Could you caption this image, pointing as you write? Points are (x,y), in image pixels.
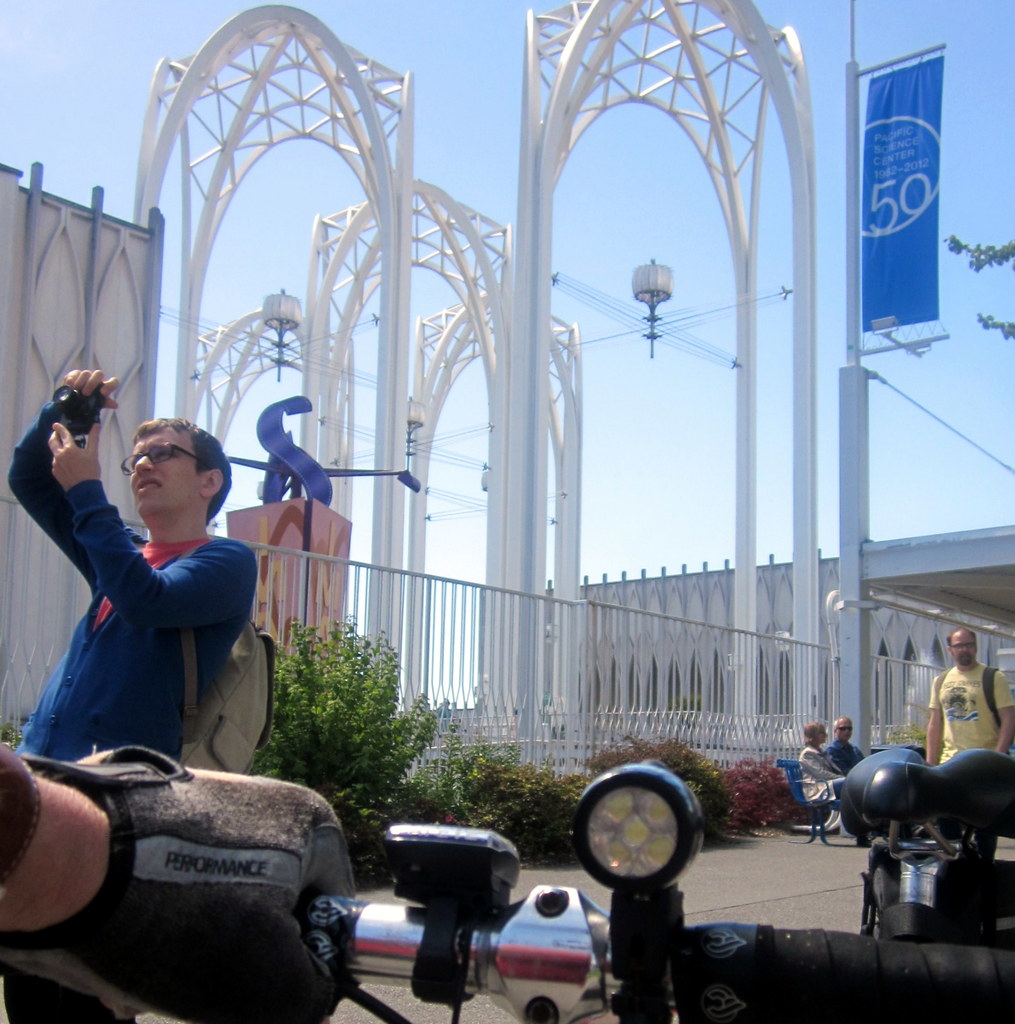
In this image I can see people (84,658) among them some are standing and some are sitting on a bench (796,778). In the background (625,628) I can see fence (654,684), poles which has wires (640,320) and a banner (910,246). On the banner (897,213) I can see something written on it. Here I can see plants (442,799) and this man (131,611) is holding a camera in the hand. In the background (199,111) I can see the sky (237,7).
